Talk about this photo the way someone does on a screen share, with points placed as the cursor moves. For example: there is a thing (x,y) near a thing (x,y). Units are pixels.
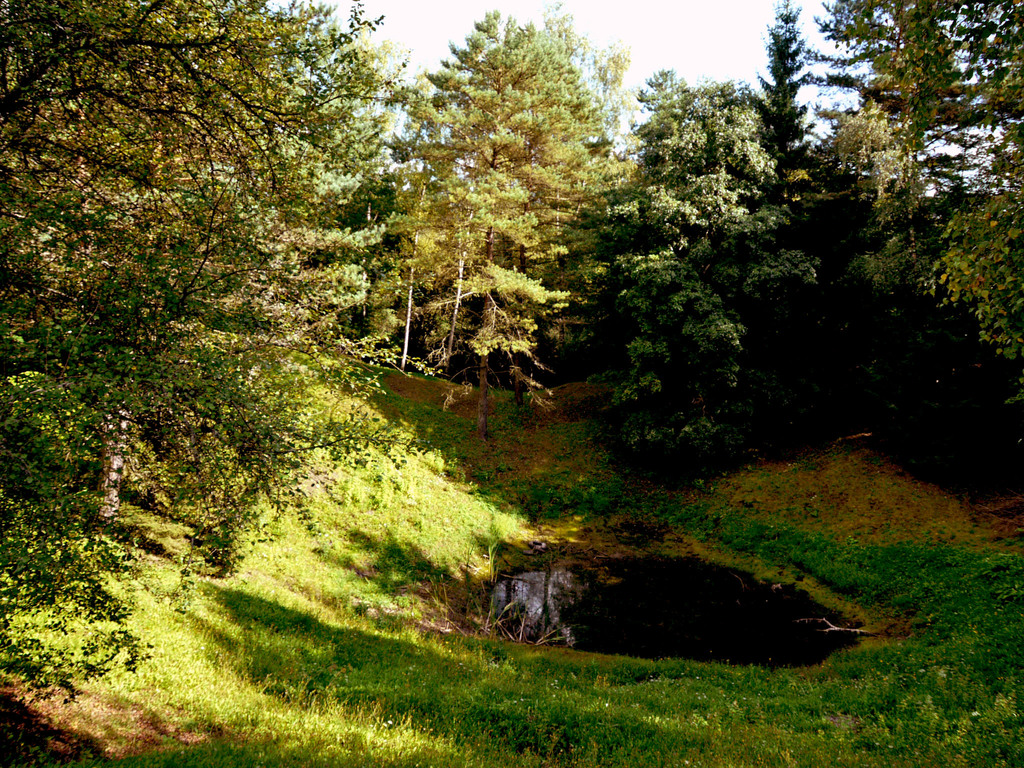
In this image we can see some trees (165,471), grass (500,486), water (556,605) and the sky (613,36).
